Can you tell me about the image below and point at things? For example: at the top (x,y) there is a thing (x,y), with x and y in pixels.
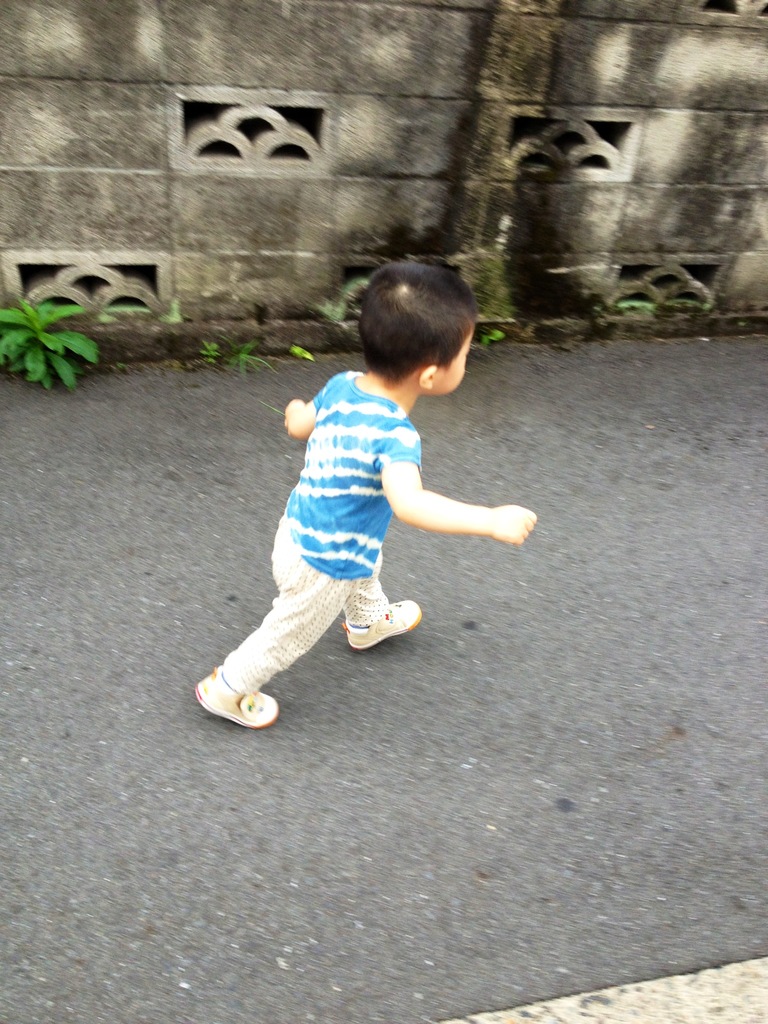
In this picture I can see there is a small boy (243,699) walking and he is wearing a blue color shirt (341,446) and in the backdrop (136,212) there is a plant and a wall (307,187).
